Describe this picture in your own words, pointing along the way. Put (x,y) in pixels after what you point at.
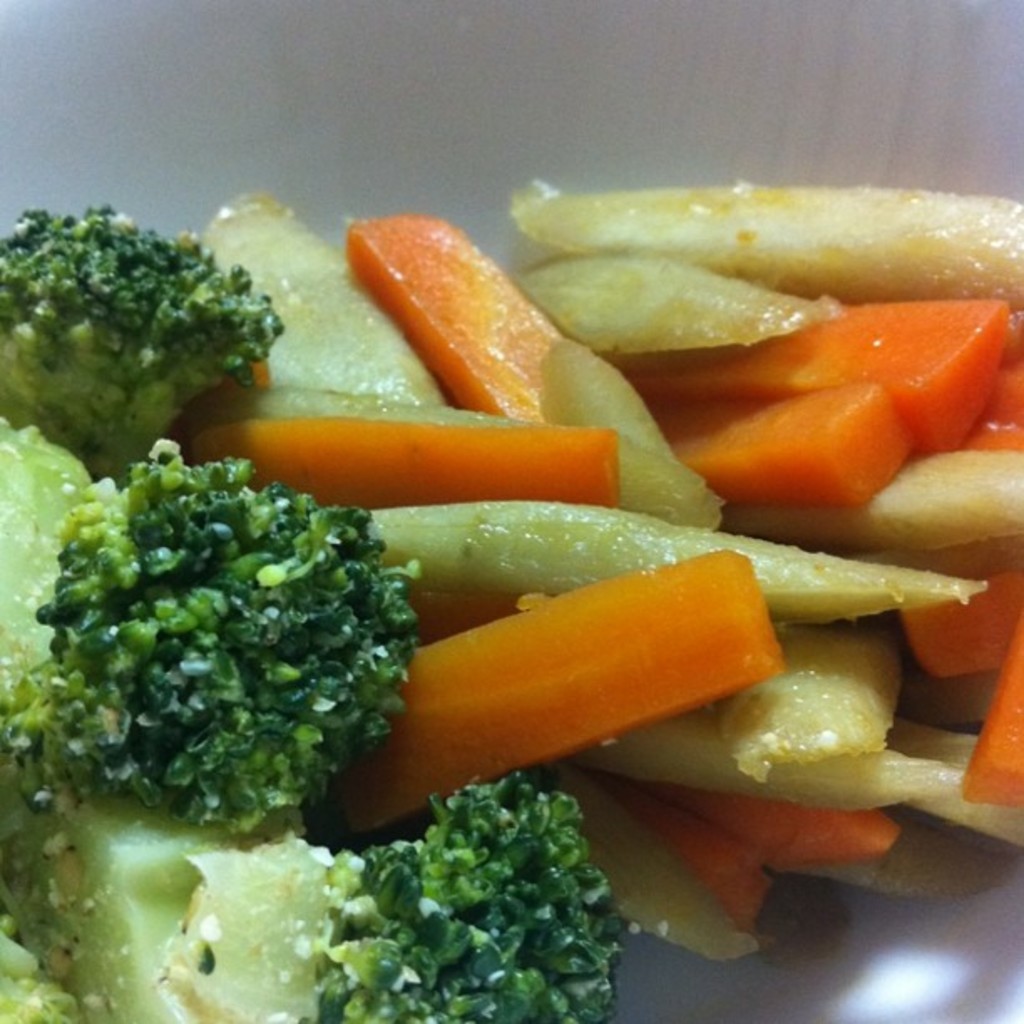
In this image there is a bowl (789,940) with a few pale vegetable pieces (672,521), carrot slices (636,575) and broccoli (216,756).
